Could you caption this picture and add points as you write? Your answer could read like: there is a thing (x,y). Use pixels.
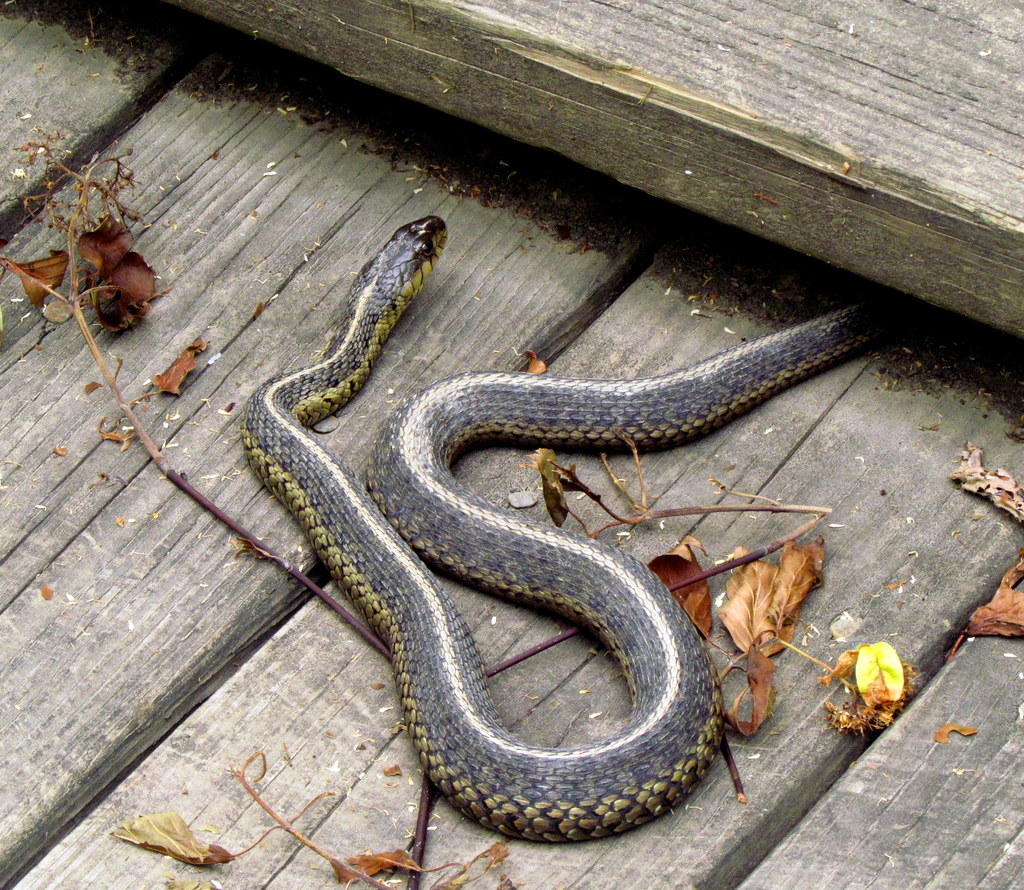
In the image we can see there is a snake (365,602) on the ground (852,586). There are dry leaves (819,571) and plants (426,872) on the ground (970,565).
